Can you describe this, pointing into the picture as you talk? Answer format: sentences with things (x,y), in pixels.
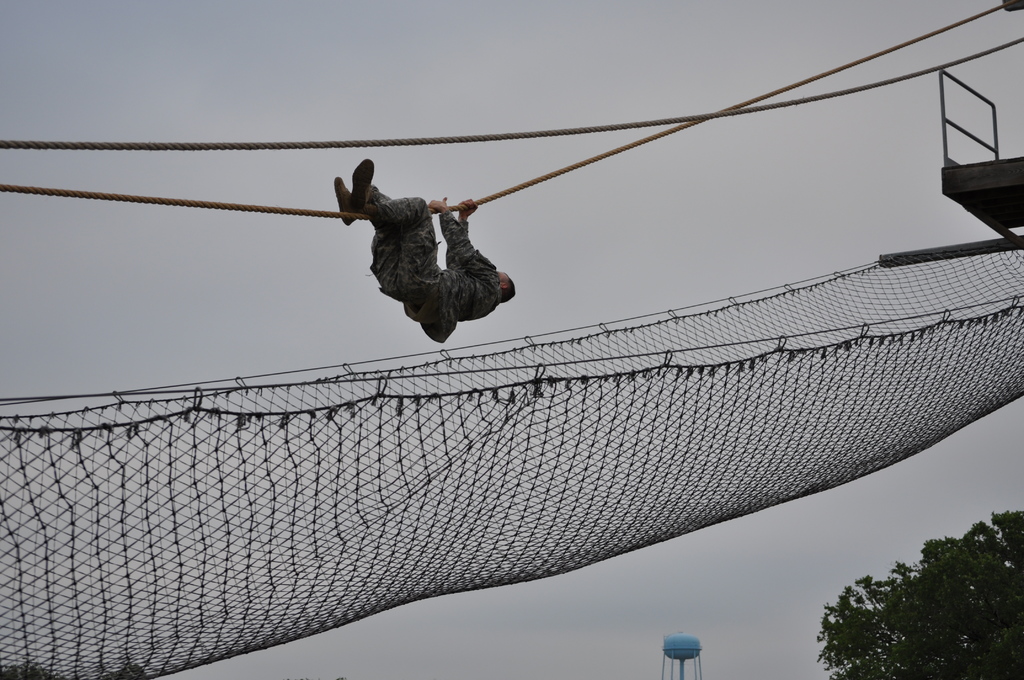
In this image we can see a man (441,281) is sliding with the help of rope (701,121). Bottom of the image (689,463) net (557,489), tank (688,650) and tree (929,638) are there. Background of the image (842,522) sky (800,543) is there.
